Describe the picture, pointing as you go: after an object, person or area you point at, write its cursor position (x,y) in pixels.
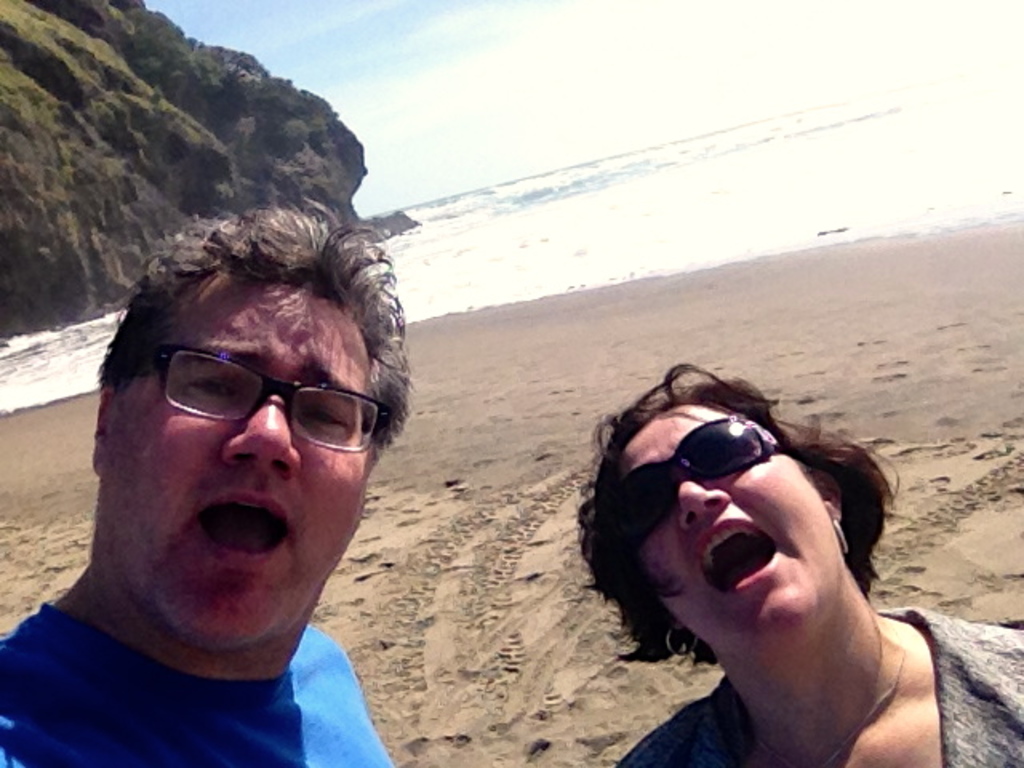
In this picture there is a woman (749,387) who is wearing goggles (629,482) and t-shirt (981,728), beside her there is a man (287,408) who is wearing spectacle (312,427) and t-shirt (319,747). Both of them are standing on the beach (582,650). In the background (655,225) we can see the ocean (498,195). On the left (234,102) there is a mountain (105,99). At the top (442,36) we can see sky (445,25) and clouds (424,43).
